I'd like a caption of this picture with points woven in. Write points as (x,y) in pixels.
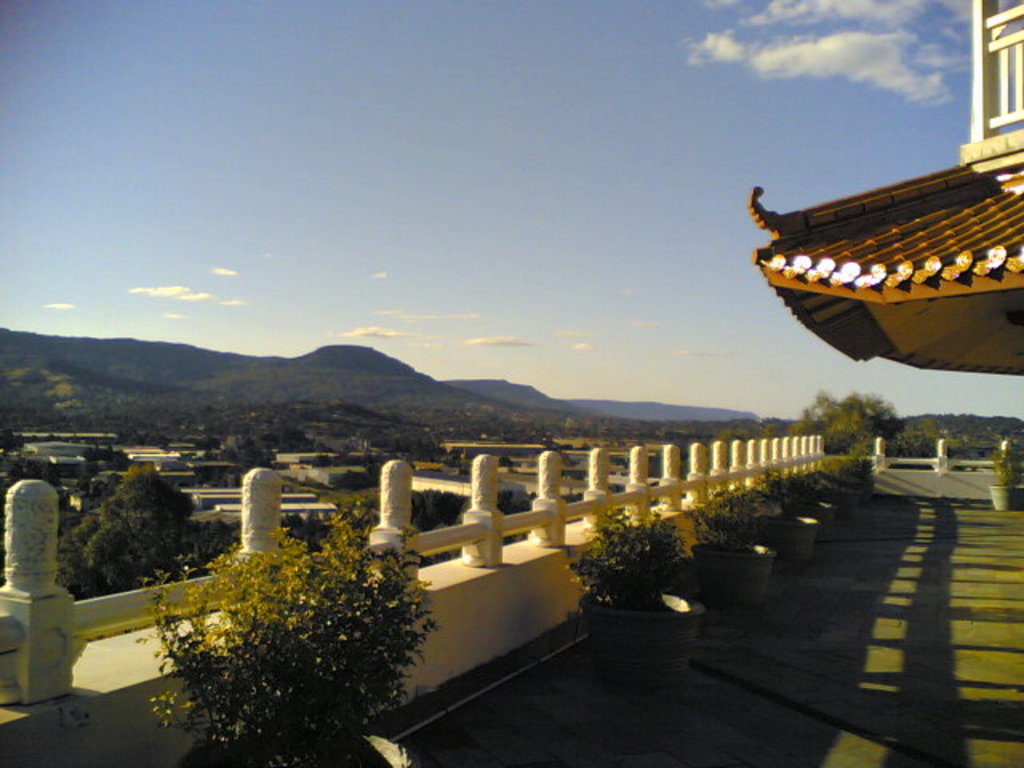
In the picture there is a roof (854,262), under the roof (857,247) there is a balcony (509,576) and in the balcony (889,491) there are small plants (333,625), in the background (105,521) there are trees (151,412) and mountains (148,390).
